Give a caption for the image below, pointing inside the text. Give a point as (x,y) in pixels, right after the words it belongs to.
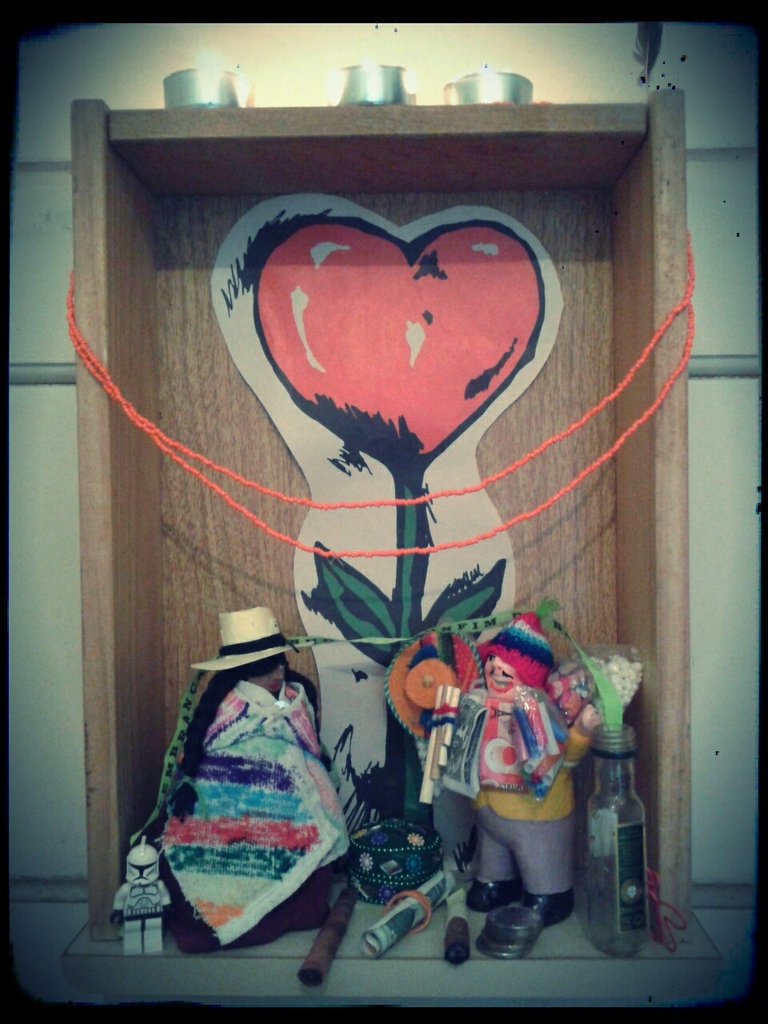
In this picture, we can see some objects (319,852) on the ground (259,1002), like toys (291,861), rope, wooden object (494,113) with an art (455,219), we can see the wall (242,53).
